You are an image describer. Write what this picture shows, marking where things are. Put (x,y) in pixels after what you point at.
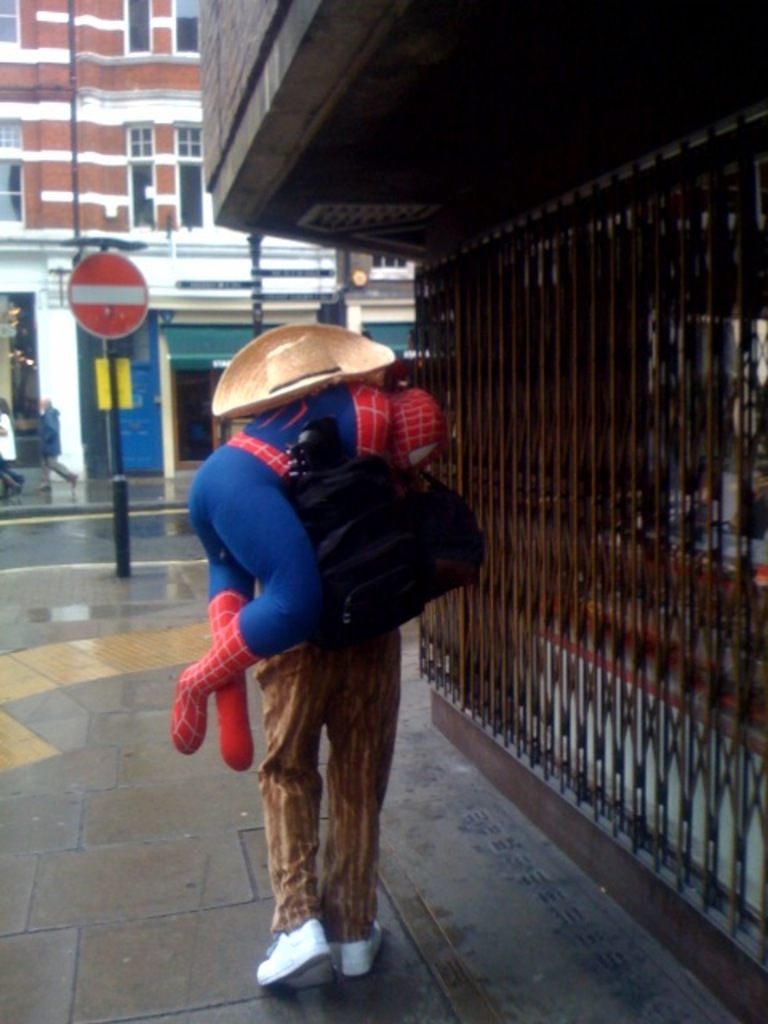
In the center of the image (378,622) we can see a person (340,878) standing and holding a toy (242,471). On the right (725,462) there is a grille (465,433). In the background (31,110) there is a building (183,312) and we can see a stop board (113,330). There are people (2,441) walking.
